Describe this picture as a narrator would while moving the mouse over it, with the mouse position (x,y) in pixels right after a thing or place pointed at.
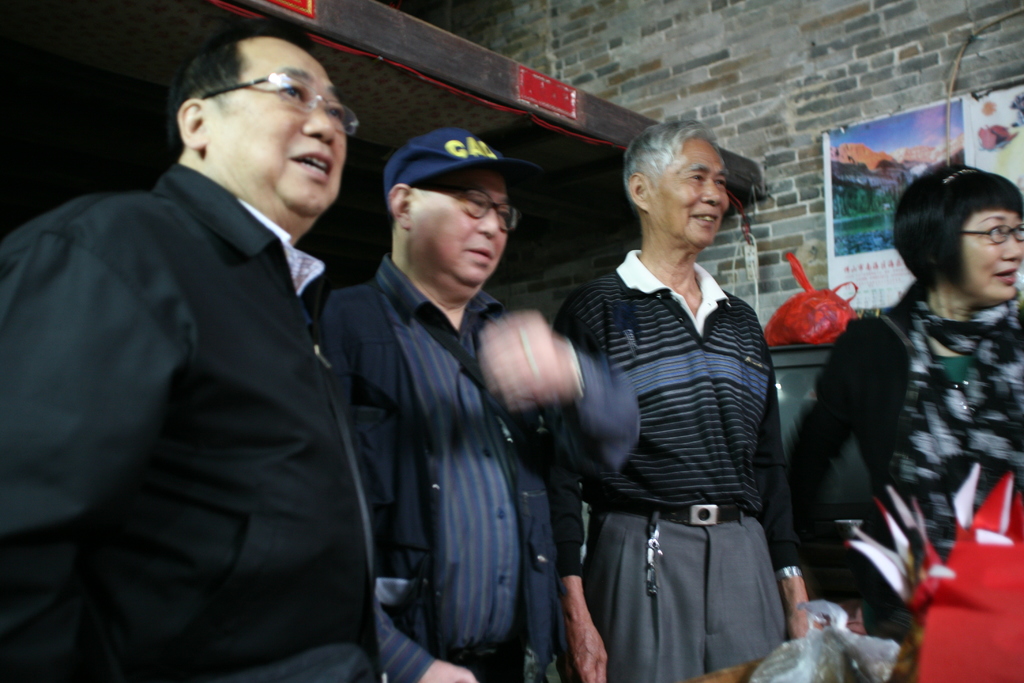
In this picture there are people (377,518) standing and we can see object (985,514). In the background of the image (787,324) we can see a cover (780,319) on a television (777,360) and posters (887,239) on the wall (795,141).
